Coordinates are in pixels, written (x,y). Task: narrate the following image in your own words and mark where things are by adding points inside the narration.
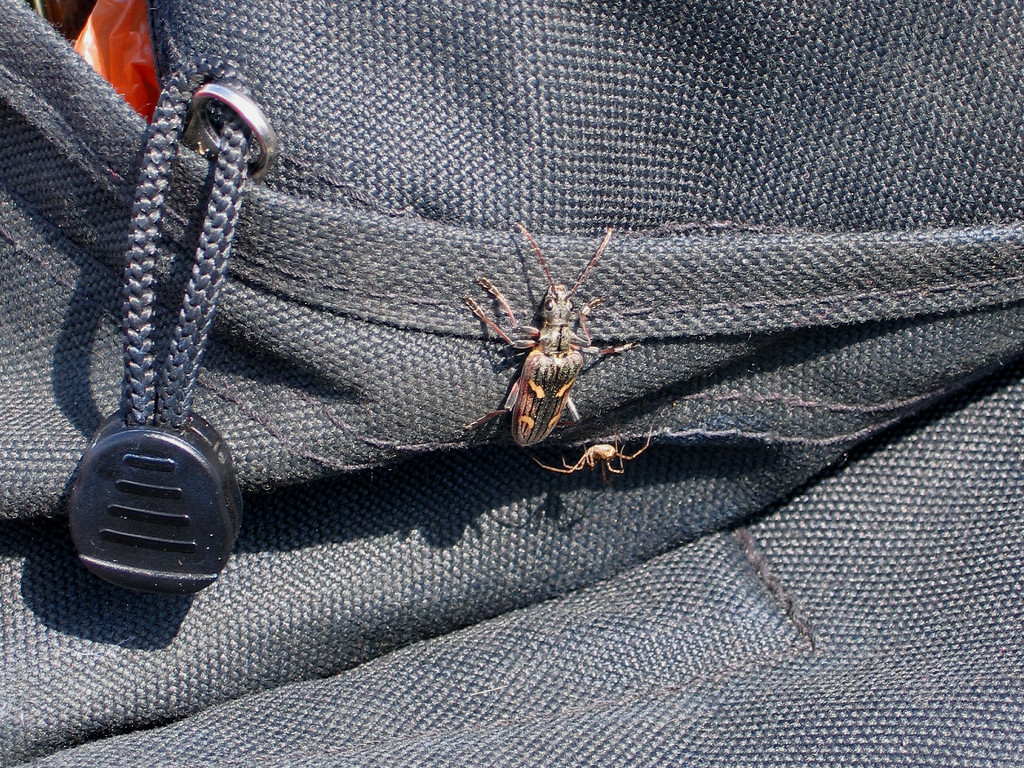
In this image we can see an insect (562,296) on the bag (450,200). Inside the bag (492,308) there is a red color cover (145,60).
